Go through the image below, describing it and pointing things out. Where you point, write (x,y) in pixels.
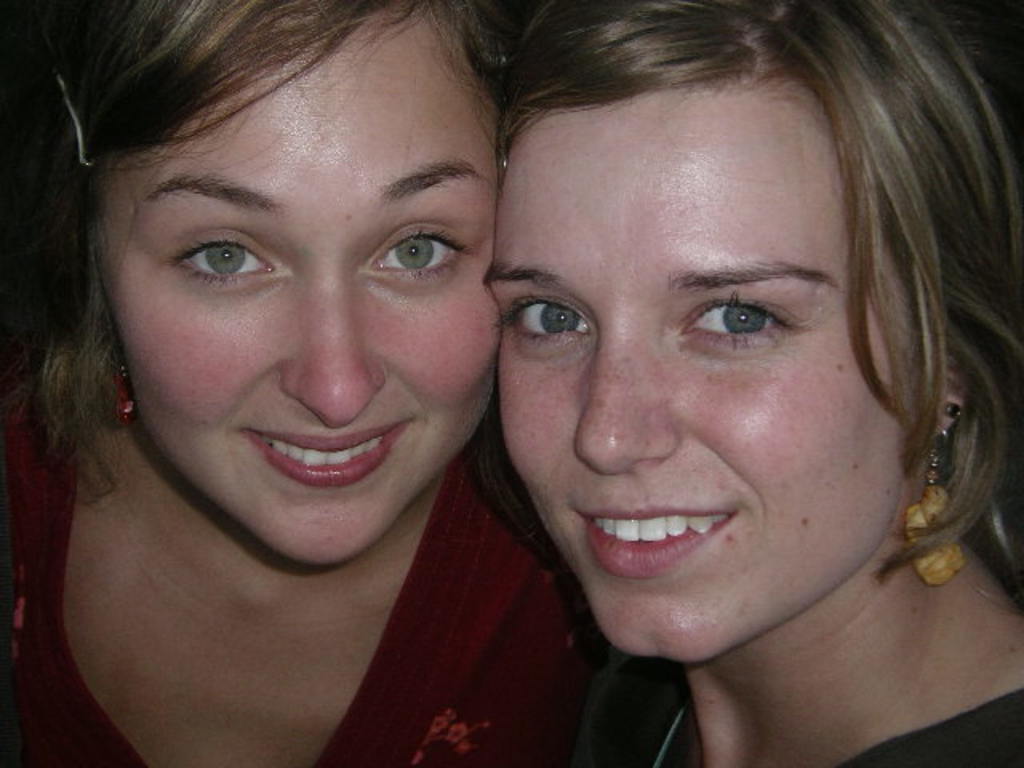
In the picture I can see two women (84,367) and there is a smile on their face (662,357).
